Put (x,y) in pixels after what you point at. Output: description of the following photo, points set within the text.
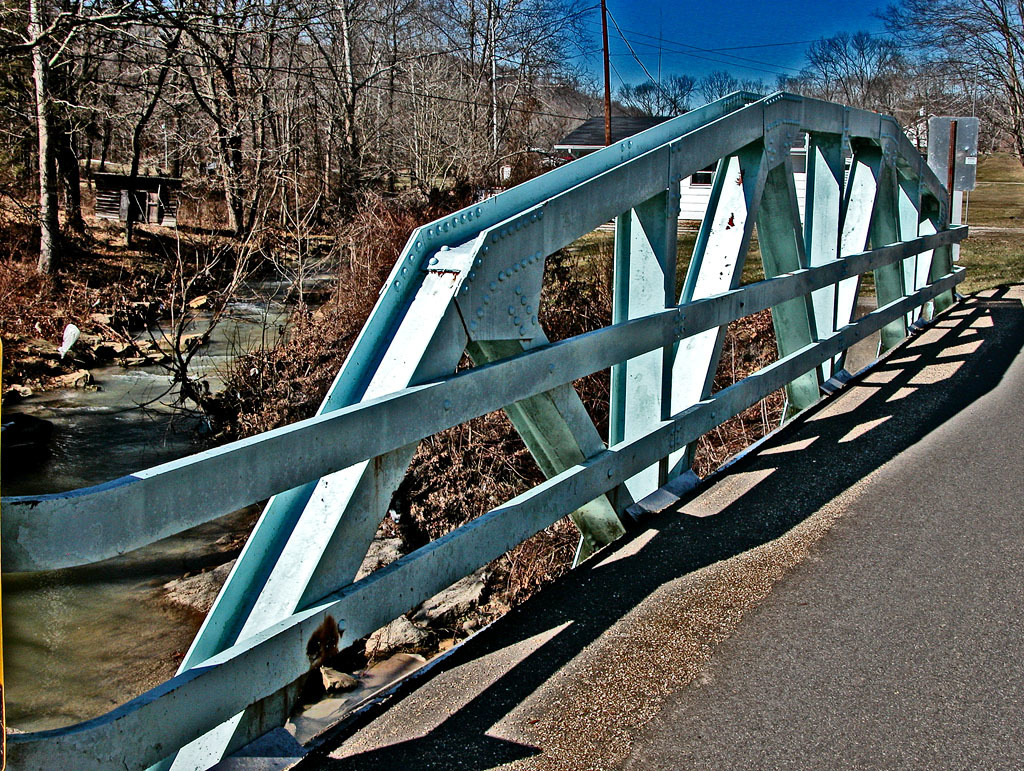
In this image we can see a road (828,637), and fence (947,239). On the backside (99,433) we can see a river (113,408), some trees (239,181), pole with wires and the sky (703,77).
